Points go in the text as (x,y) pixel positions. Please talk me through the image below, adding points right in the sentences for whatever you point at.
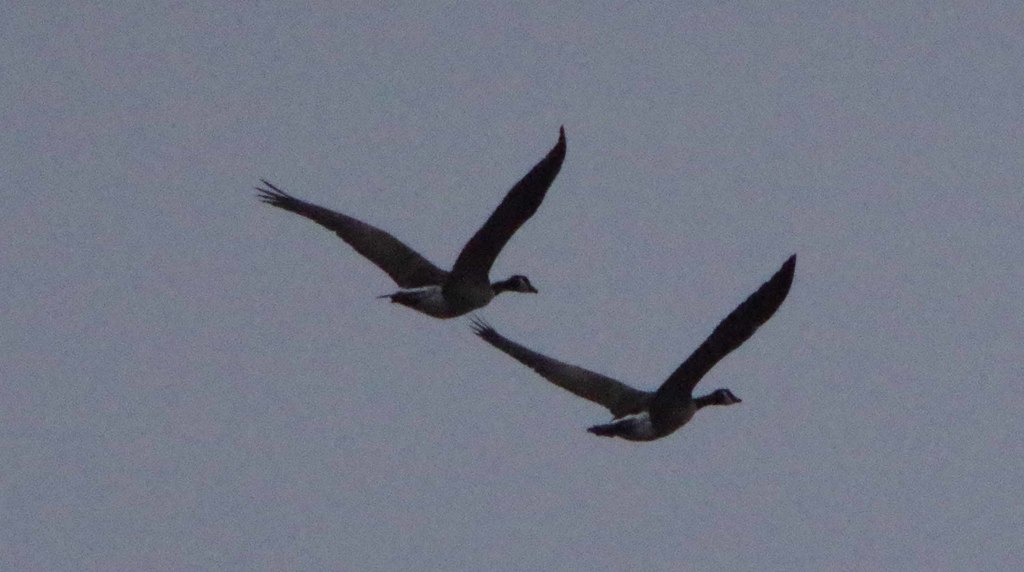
In the center of the image (471,252) we can see birds (686,414) in the sky (829,414).
